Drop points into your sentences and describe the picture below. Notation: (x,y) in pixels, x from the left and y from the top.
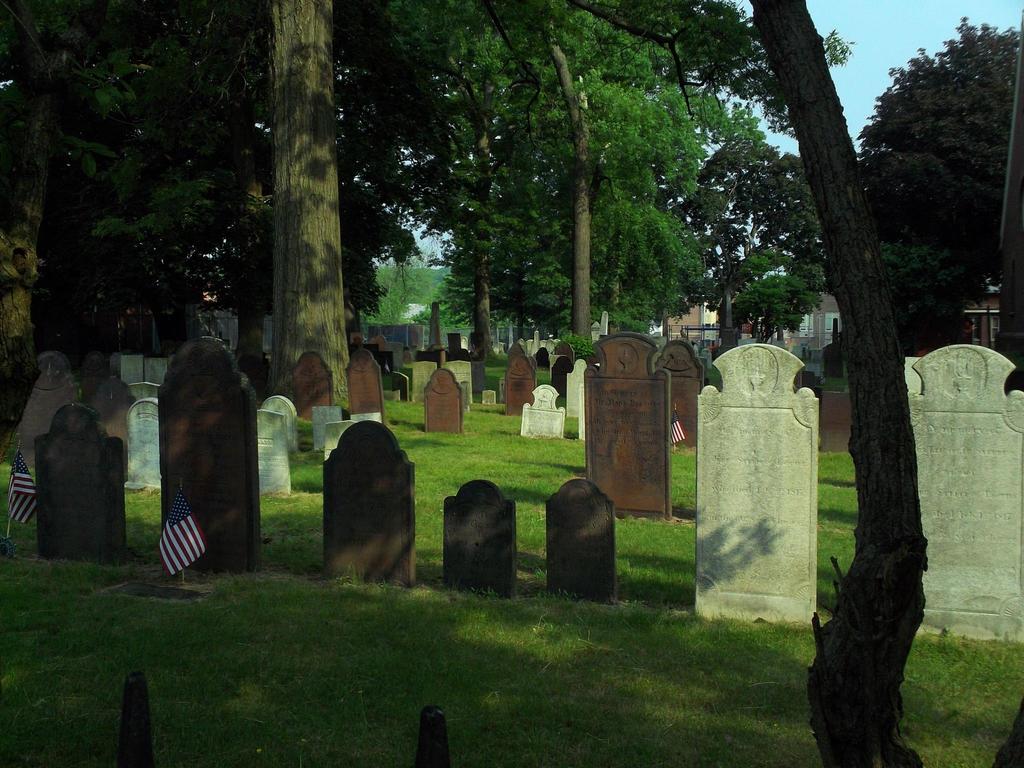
In this image I can see few cemetery (624,459) in brown and white color. I can see few flags (172,547), trees (461,229), buildings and green grass (577,675). The sky (899,38) is in blue color.
